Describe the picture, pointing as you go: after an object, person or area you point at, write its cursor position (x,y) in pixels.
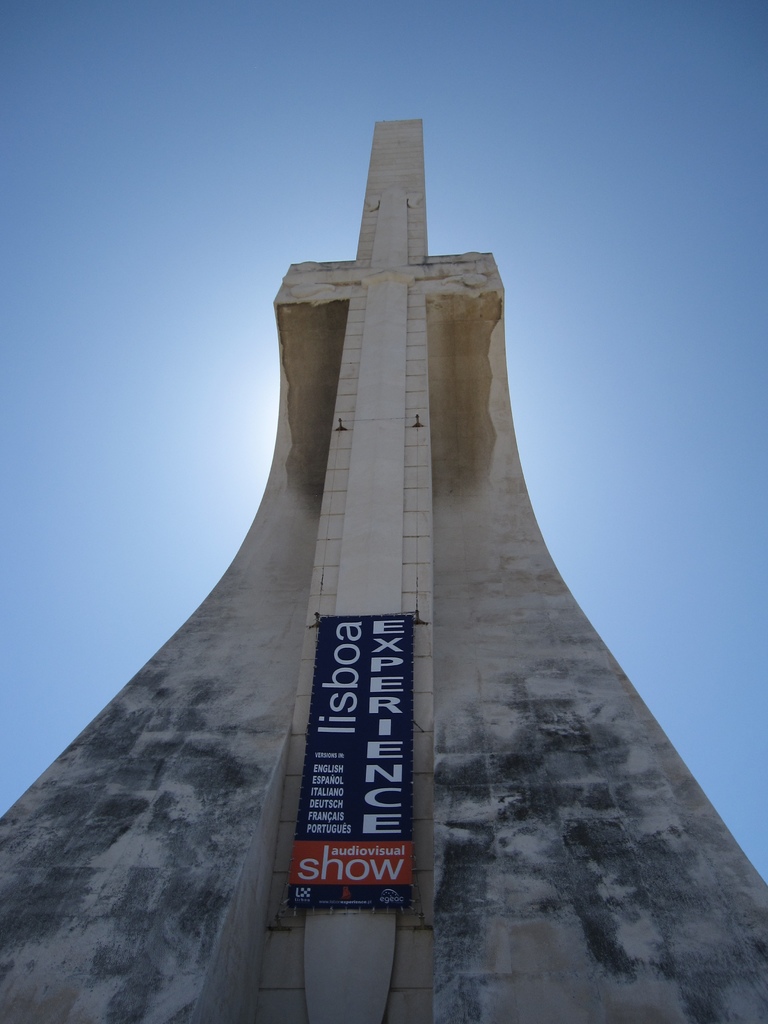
In the center of the image (381,496) there is a tower (349,947) and we can see a board (349,843). In the background (110,677) there is sky (548,117).
